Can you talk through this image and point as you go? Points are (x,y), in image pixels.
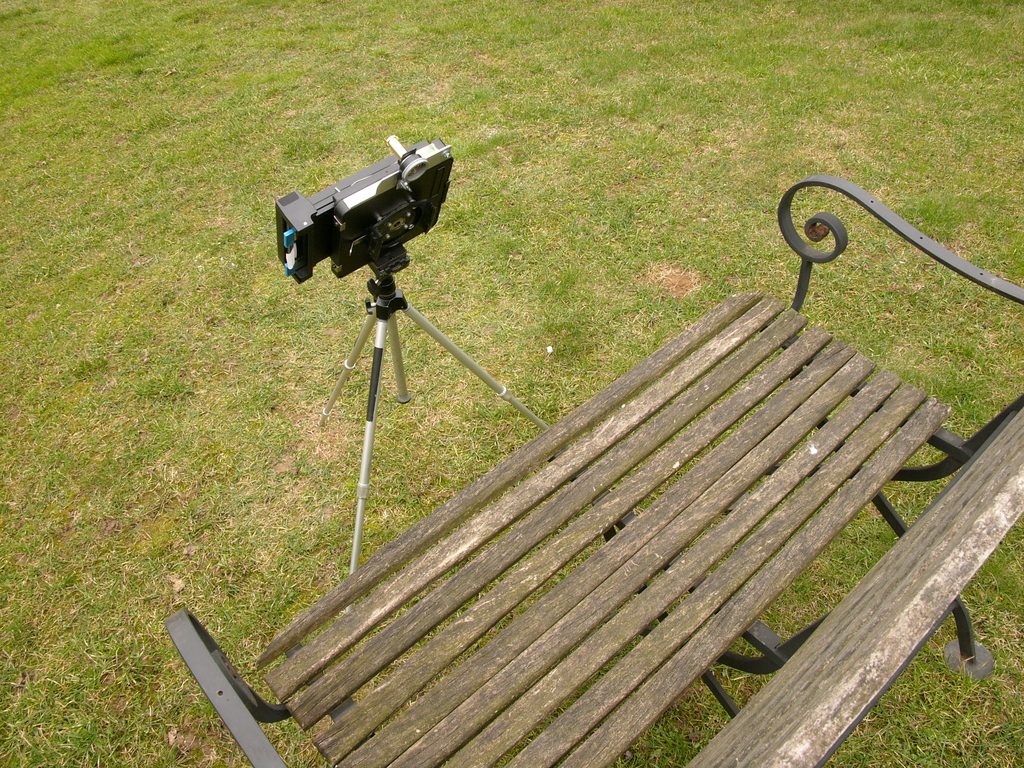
In this picture we can observe a camera (369,244) fixed to the tripod (378,343). There is a wooden bench (624,603) on the ground (81,498). We can observe some grass (173,123) on the ground (189,283).
